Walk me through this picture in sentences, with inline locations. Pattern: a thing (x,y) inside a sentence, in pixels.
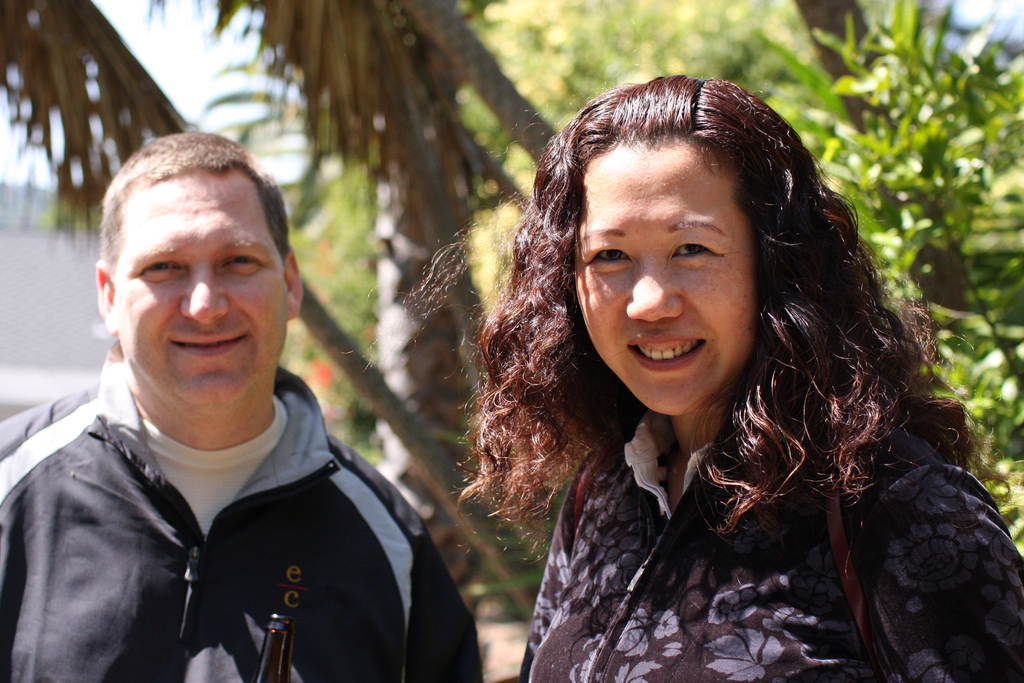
In this image we can see a man (147,236) and a woman (630,443) and at the bottom (284,659) there is a bottle (278,663). In the background (382,77) there are trees (386,107), sky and an object (48,339).
